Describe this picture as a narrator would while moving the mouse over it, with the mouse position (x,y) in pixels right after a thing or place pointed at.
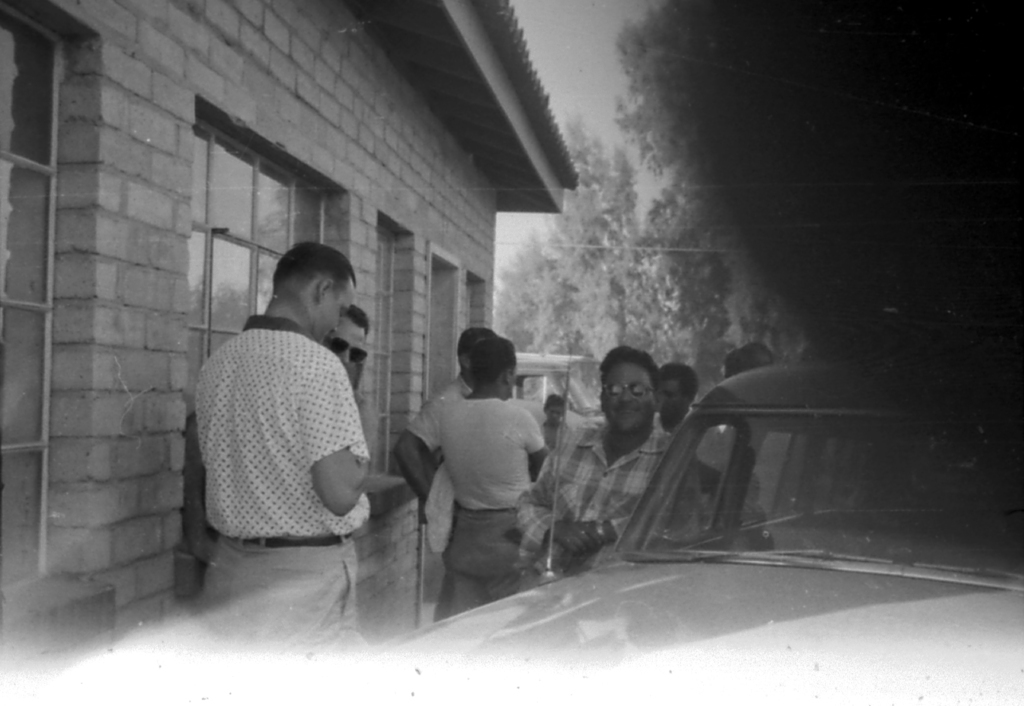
In this image I can see group of people (261,626) standing, in front (591,619) I can see a vehicle (602,610). Background (359,125) I can see a building (445,172), trees (705,136) and sky (609,43), and the image is in black and white.
